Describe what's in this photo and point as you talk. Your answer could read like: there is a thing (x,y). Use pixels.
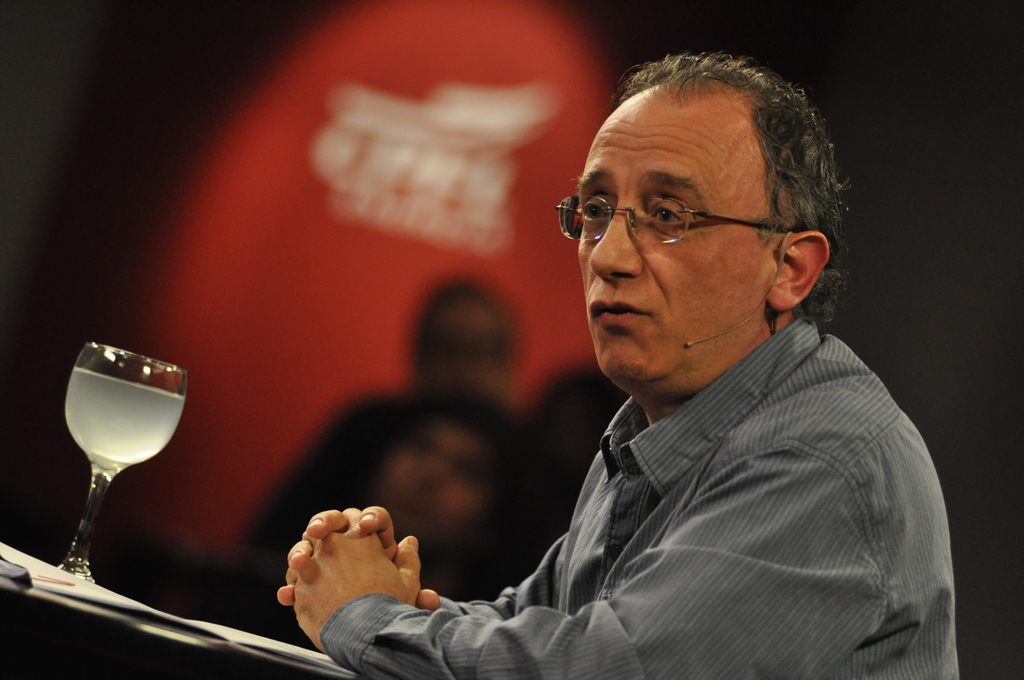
This image has a person (653,663) wearing specs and a shirt (826,452) is before a table (137,651) having glass (75,396) on it. There are few people (407,459) at the backside of this person (537,640).
